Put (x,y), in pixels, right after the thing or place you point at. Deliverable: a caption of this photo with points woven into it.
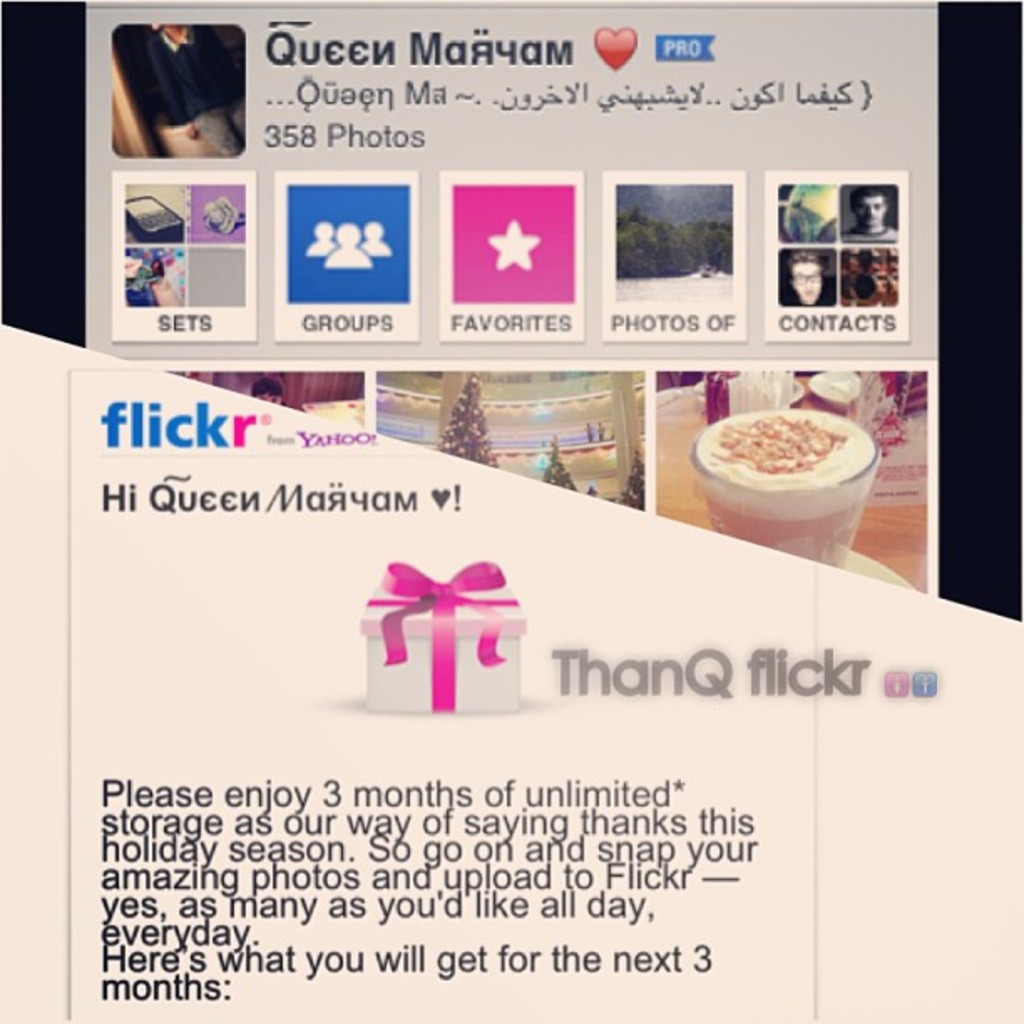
In this image we can see a poster (541,577) and some text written on it.
